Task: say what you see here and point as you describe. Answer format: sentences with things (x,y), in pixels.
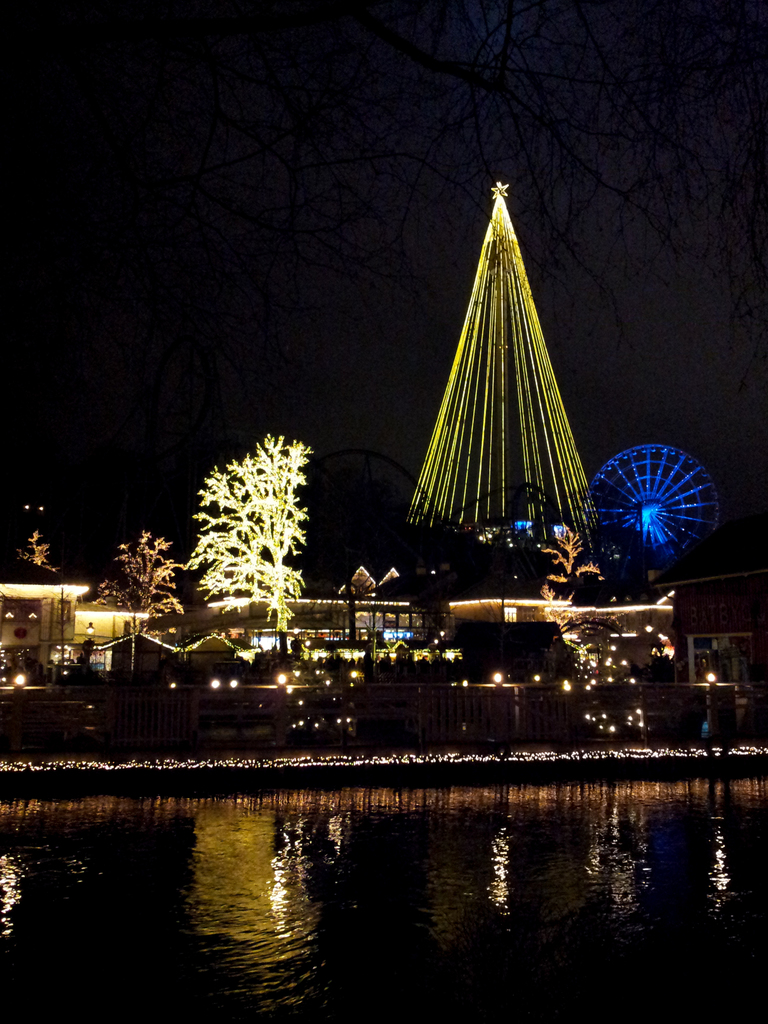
In this picture we can see the house (129,646) with decorative lights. Behind we can see Christmas tree lights (489,484) and dark sky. In the front (339,902) bottom side we can see the water (316,866).
